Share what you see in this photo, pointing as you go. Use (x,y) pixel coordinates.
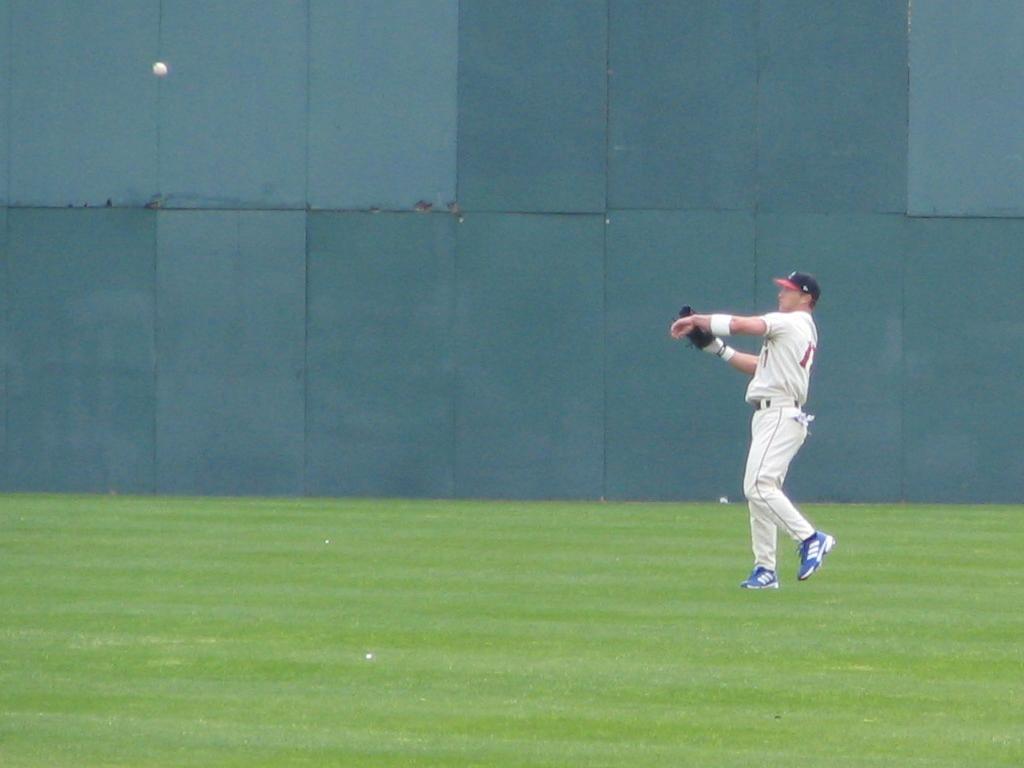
In the image we can see a man (781,389) walking, wearing clothes (772,415), shoes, cap (803,289) and the glove (694,343) in one hand (688,326). Here we can see grass (454,659), ball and the wall (163,81).
